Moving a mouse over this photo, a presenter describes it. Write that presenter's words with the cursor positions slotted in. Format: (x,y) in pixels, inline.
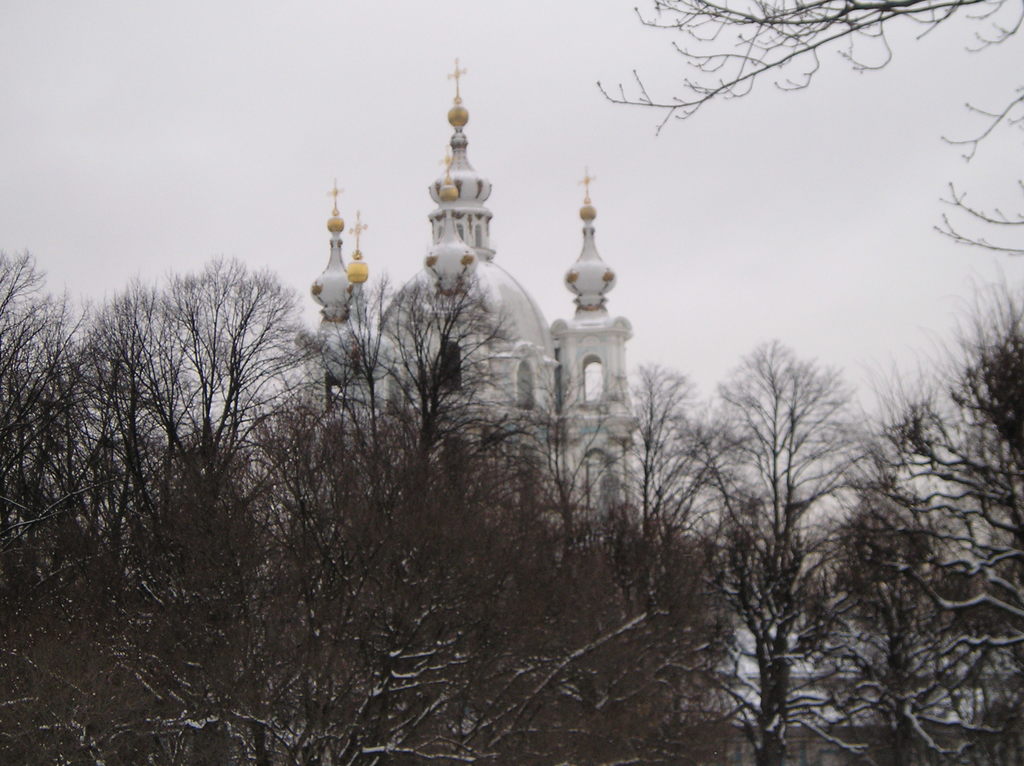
In this image, we can see there are trees (322,496). Behind the trees (209,432), there is a building (473,233) and the sky (156,140).
